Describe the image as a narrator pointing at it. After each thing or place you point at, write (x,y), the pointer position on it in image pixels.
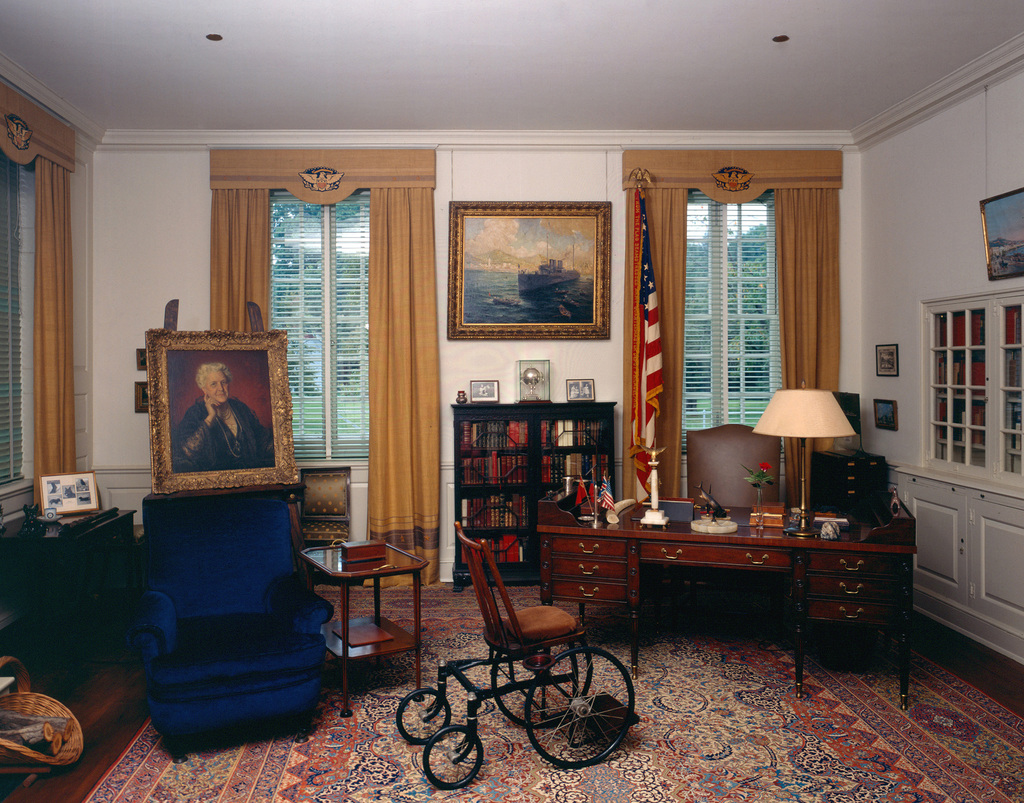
there is a living room (682,573) in which there are chairs (601,712) frames (245,460) tables (775,547) table lamps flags (659,352).
